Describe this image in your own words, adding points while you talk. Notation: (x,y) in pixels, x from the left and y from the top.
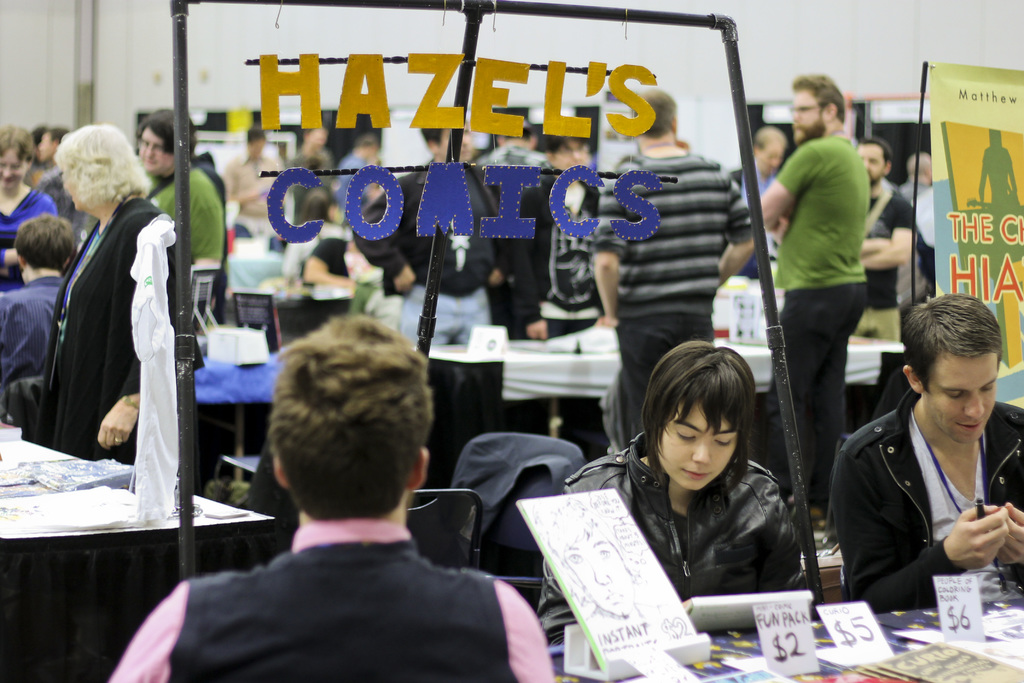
In the center of the image (374,420) we can see three persons (688,462) are sitting. Among them, two persons (655,425) are holding some objects (765,593). In front of them, there is a table (720,654). On the table (721,640), we can see banners (791,618), books (726,598), papers (762,604) and a few other objects (722,621). In the background (320,20) there is a wall (835,38), tables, chairs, banners (972,77), one cloth (158,270), few people (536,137) are sitting and few people (106,144) are standing. On the table (30,460), we can see books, banners (943,627) and a few other objects (35,476).
